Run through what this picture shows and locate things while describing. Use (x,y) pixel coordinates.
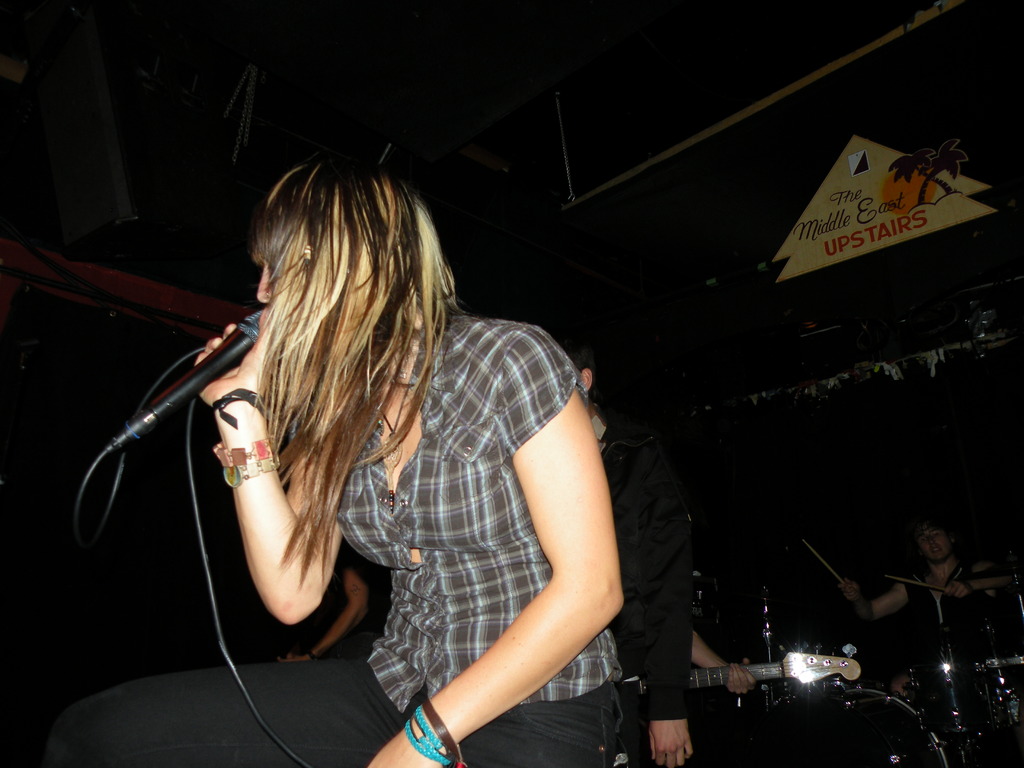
In this image we can see a woman (422,264) is sitting and singing, and holding a micro phone (214,367) in the hands (244,388), and at back (925,603) here is the person (919,577) playing the musical drums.
